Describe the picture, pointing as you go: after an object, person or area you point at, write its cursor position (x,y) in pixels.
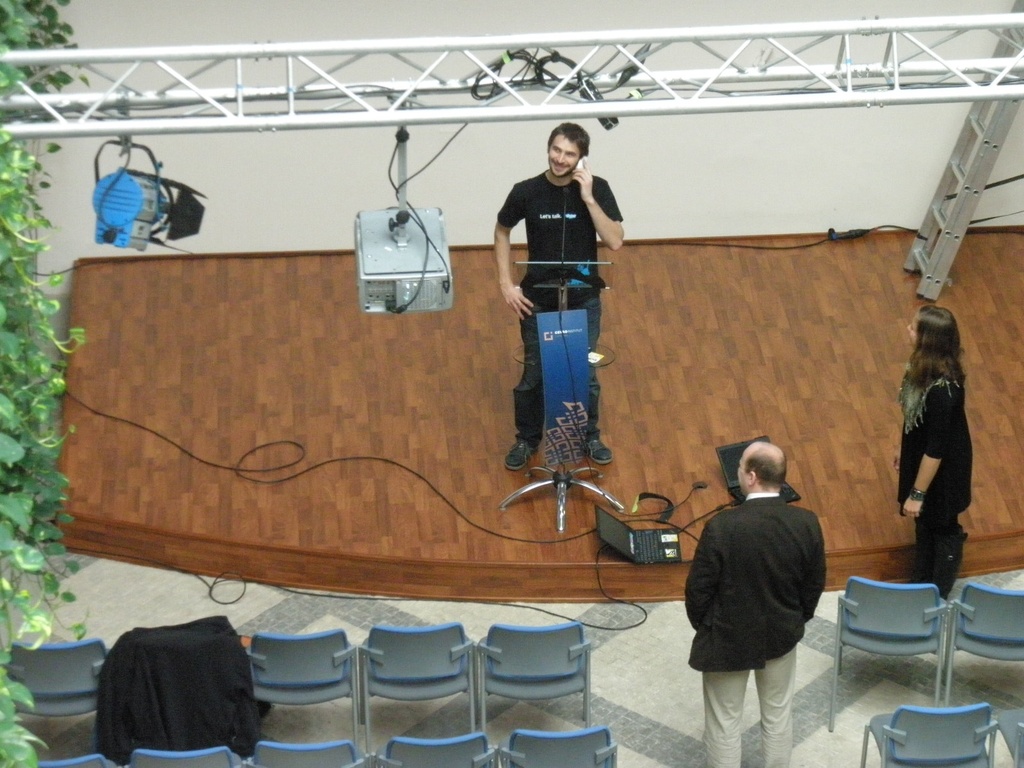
In this picture we can see chairs (405,661), two people (702,595) standing on the floor (811,677) and in front of them we can see laptops (641,535), cables (102,416), ladder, man (540,255) smiling, standing on the wooden platform (372,378), leaves (26,340), some objects (11,59) and in the background (614,180) we can see the wall (614,180).
